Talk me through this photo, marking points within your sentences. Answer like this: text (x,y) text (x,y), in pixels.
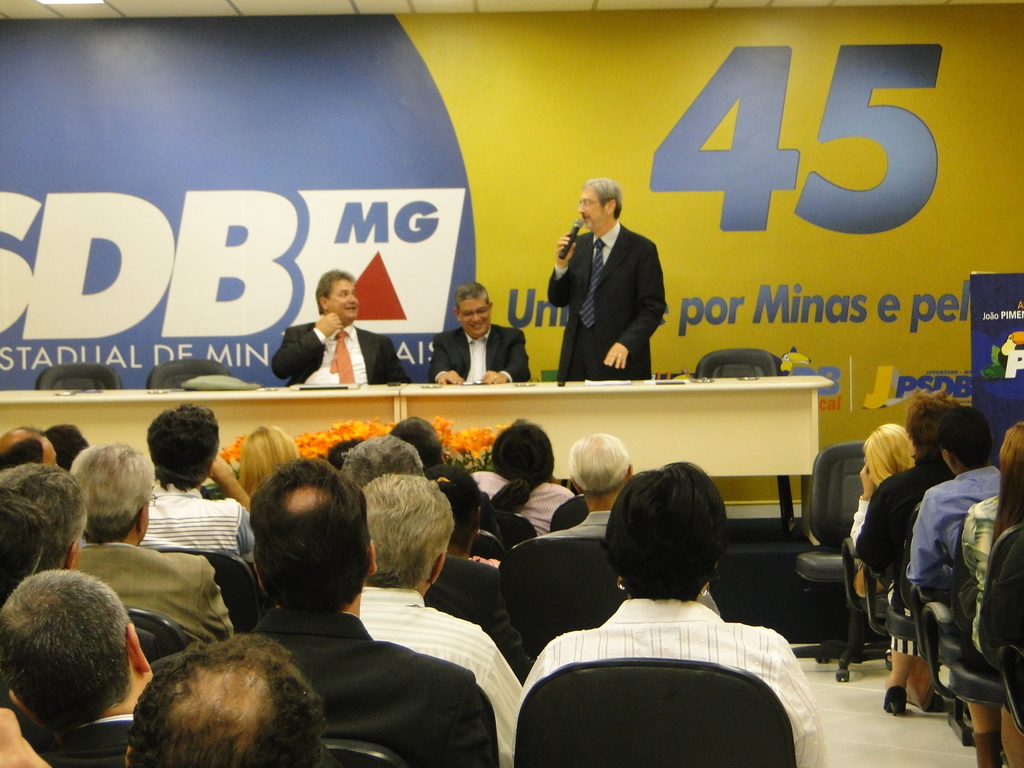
In this image, there are groups of people (578,535) sitting on the chairs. In front of the people (312,615), I can see two persons (375,368) sitting and a person (629,296) standing and holding a mike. There are few objects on a table (326,422). In the background (273,149), I can see a hoarding (585,179) with the words (264,259). On the right side of the image (983,334), I can see a banner (984,358).
